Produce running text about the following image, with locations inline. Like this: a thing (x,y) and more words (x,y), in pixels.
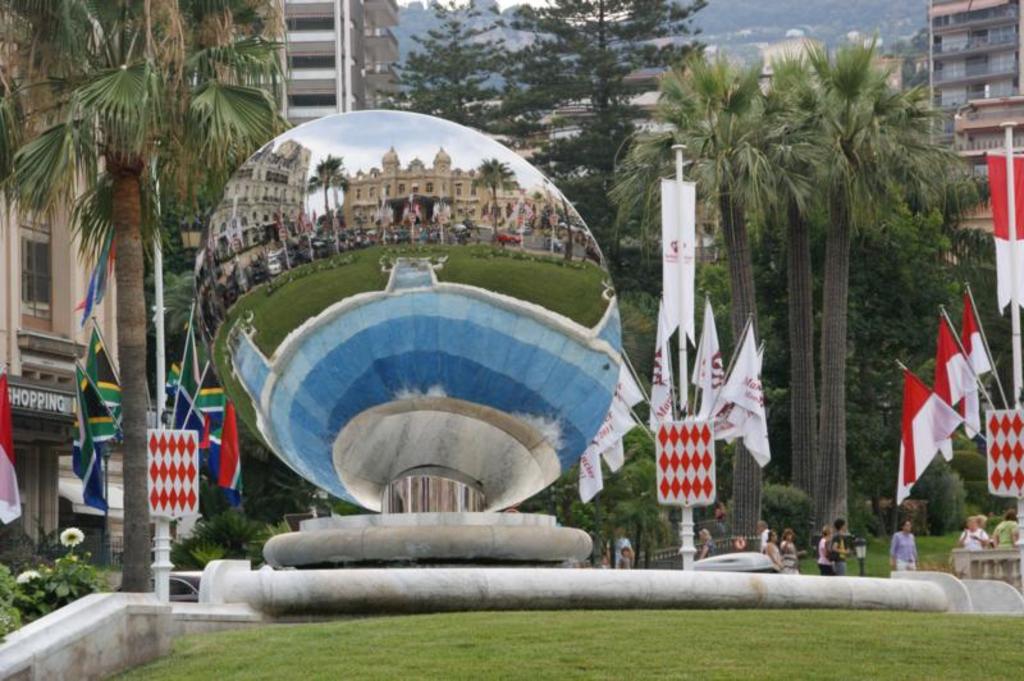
In the foreground of the picture (32,594) we can see plants (41,582), flowers (73,539), trees (149,540), grass (874,640) and a round object (393,373). In the middle (629,307) there are trees (837,374), flags (758,352), buildings (35,296), plants (212,501) and people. In the background (619,56) we can see buildings (960,35), trees (519,26) and sky (455,3).
